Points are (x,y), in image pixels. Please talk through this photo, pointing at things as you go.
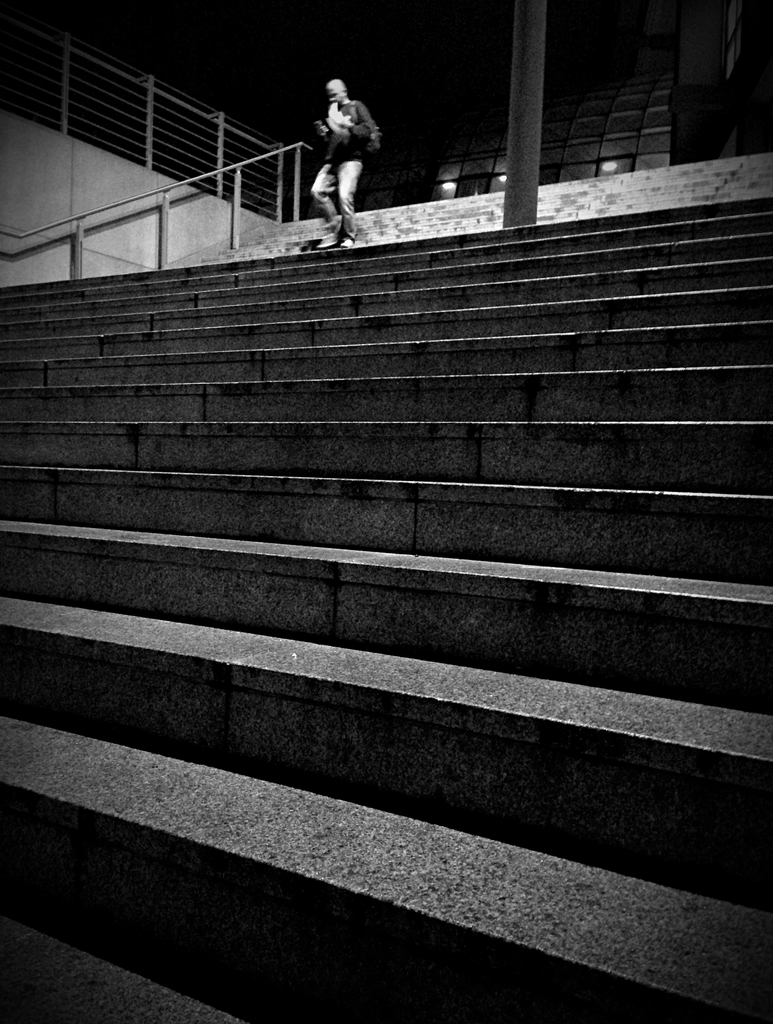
It is a black and white image. In this image we can see a man (322,191) wearing the bag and holding the papers (344,122). We can also see the stairs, fence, pole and also the lights (608,167) and glass windows (735,18).
